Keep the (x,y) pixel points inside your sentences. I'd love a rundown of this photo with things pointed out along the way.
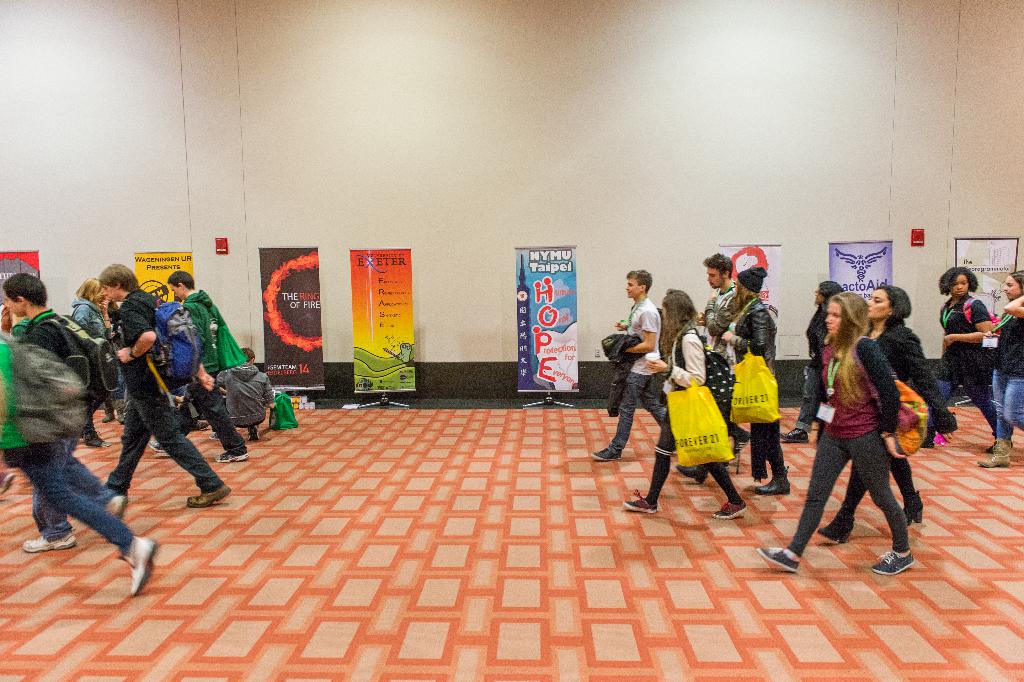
In the center of the image (667,449) there are people (909,346) walking on the floor (430,596). In the background of the image (360,189) there is wall (432,188). There are advertisement banners (536,264).
